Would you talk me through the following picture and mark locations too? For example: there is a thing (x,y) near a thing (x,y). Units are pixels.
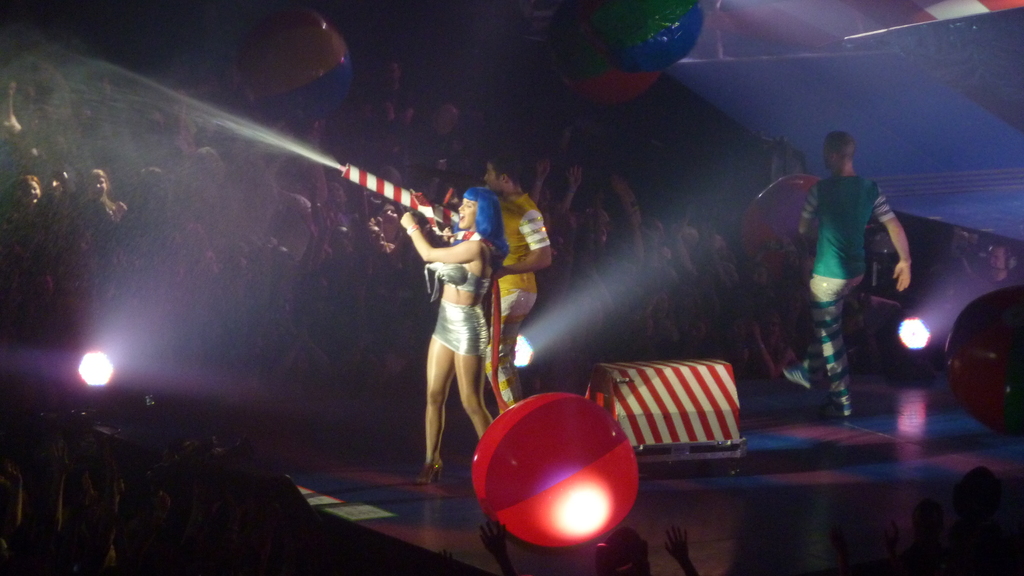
In this image we can see a group of people (470,312) standing on the stage (719,497). In that a woman (476,342) is holding a pole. We can also see a box (700,389) and some lights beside them. We can also see a group of people (699,275) and some balls (594,530) around them.
